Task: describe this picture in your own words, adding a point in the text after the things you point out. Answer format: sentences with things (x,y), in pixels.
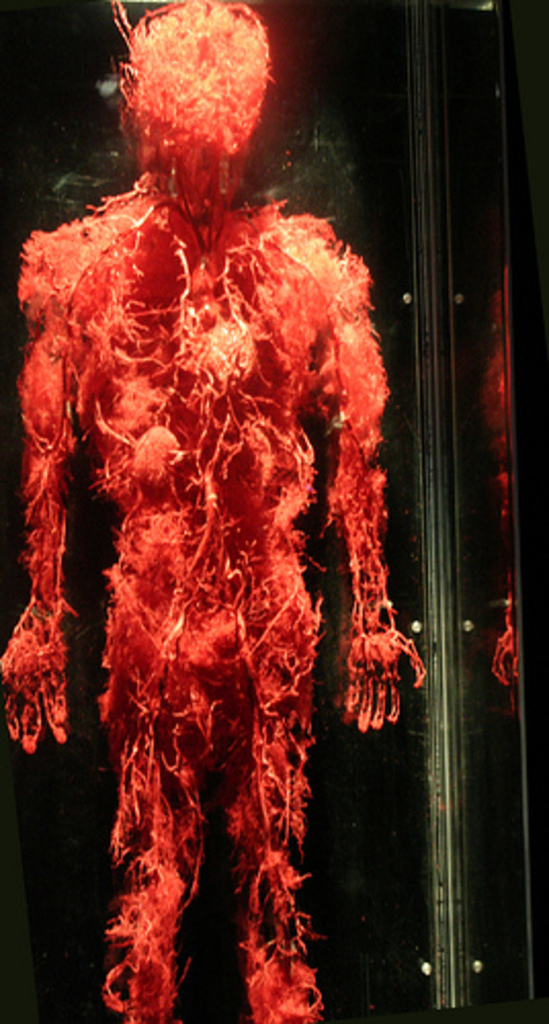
In this image we can see a human circulatory system (189,310), which is in red color.
